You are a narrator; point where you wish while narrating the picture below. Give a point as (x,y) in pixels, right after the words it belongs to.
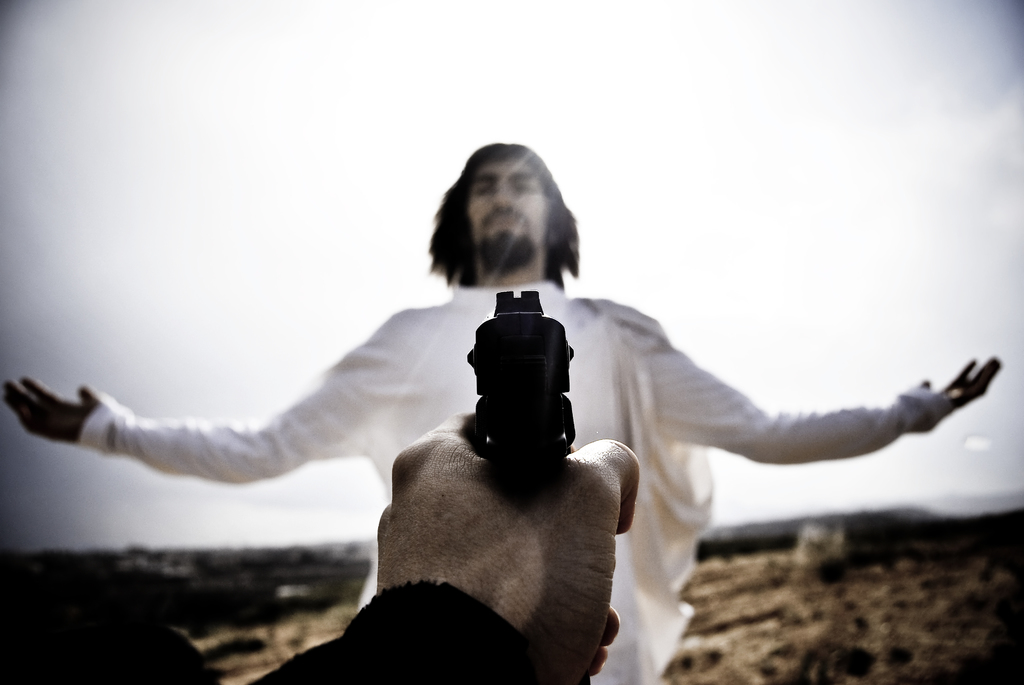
In this picture we can see a person's hand (496,601) in the front (503,615), it looks like a gun (546,413) in this hand (462,570), there is a man (481,272) in the middle (497,260), we can see the sky (471,54) at the top of the picture (495,75), there is a blurry background (934,573).
